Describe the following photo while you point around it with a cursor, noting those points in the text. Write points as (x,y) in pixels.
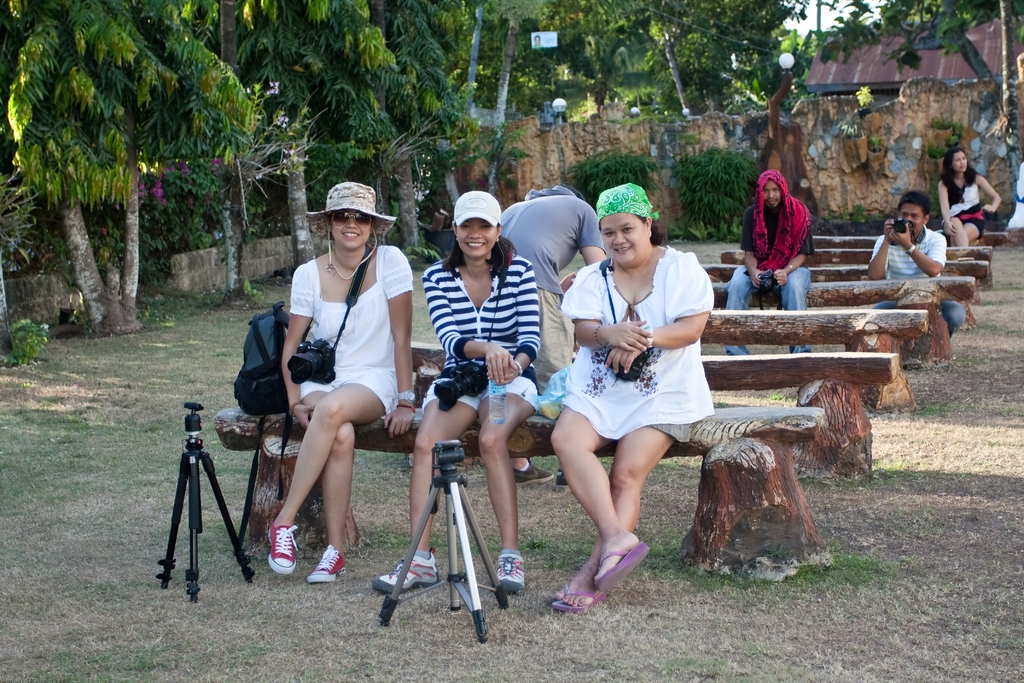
In the middle of the image (630,239) three women (630,239) are sitting on a bench (255,502). Three of them carrying cameras (310,357). In front of them there are two tripods (506,594). Behind them there is a man (509,232) standing. Top right side of the image (943,13) there is a tree (758,3). Top left side of the image (252,102) there is a tree (54,186). Bottom of the image (153,578) there is a grass (50,589). In the middle of the image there is a wall (749,128) and lights (557,105). Top right side of the image (757,175) there is a man (921,198) sitting. Top right side of the image (942,176) there is a woman (992,196) sitting.
